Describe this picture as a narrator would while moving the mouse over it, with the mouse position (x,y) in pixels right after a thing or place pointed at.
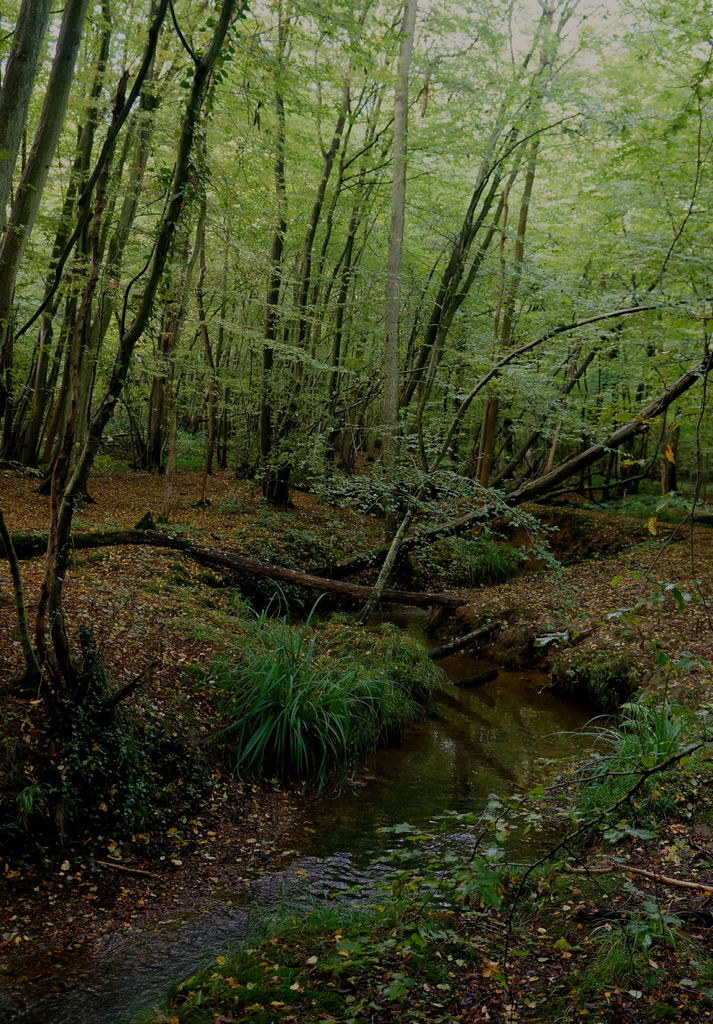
In this image, I can see the trees (359,358), grass (269,731), plants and there is water (466,773).
